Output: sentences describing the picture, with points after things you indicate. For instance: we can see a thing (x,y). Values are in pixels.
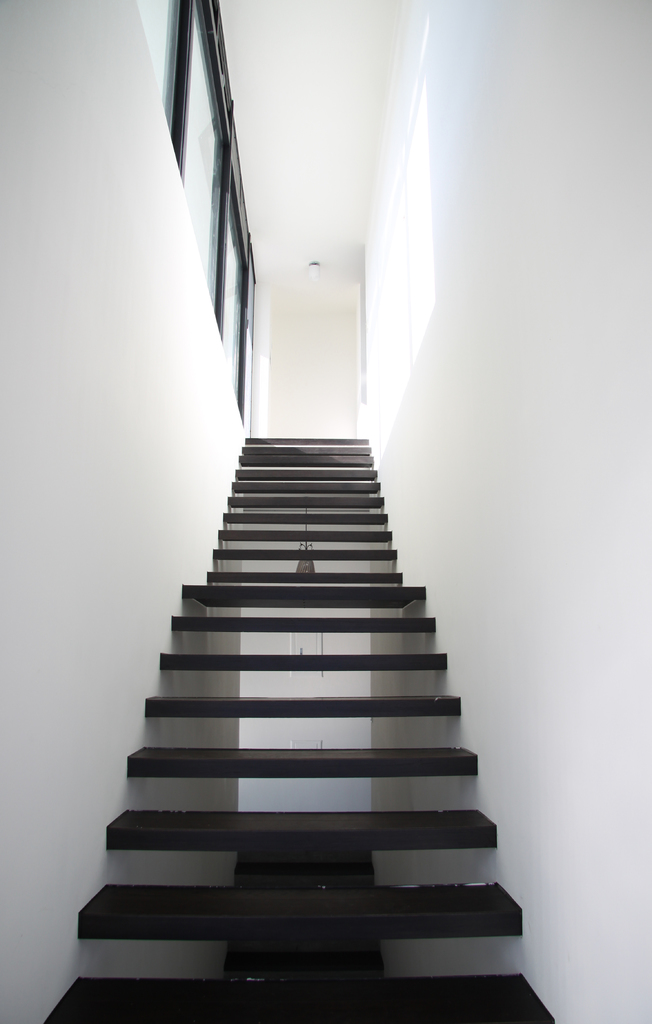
In this image I can see stairs (283,493) in the center of the image (268,507). I can see a wall (273,642) with a hanging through stairs (280,534). At the top of the image (358,294) I can see a wall (271,334).
